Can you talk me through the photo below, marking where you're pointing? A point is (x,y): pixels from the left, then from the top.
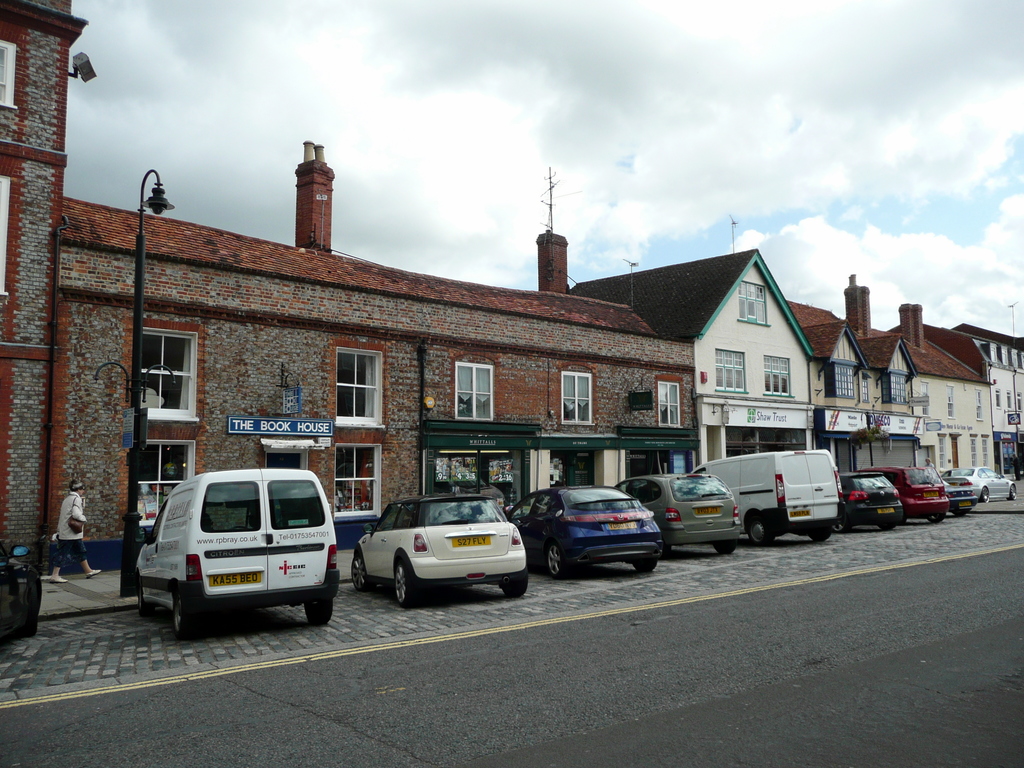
In this picture we can see the road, vehicles (946,488) on a platform (880,560), buildings (372,450) with windows (669,388), pole (144,383) and a person (66,497) walking on a footpath (113,598) and in the background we can see the sky (741,195) with clouds (629,235).
